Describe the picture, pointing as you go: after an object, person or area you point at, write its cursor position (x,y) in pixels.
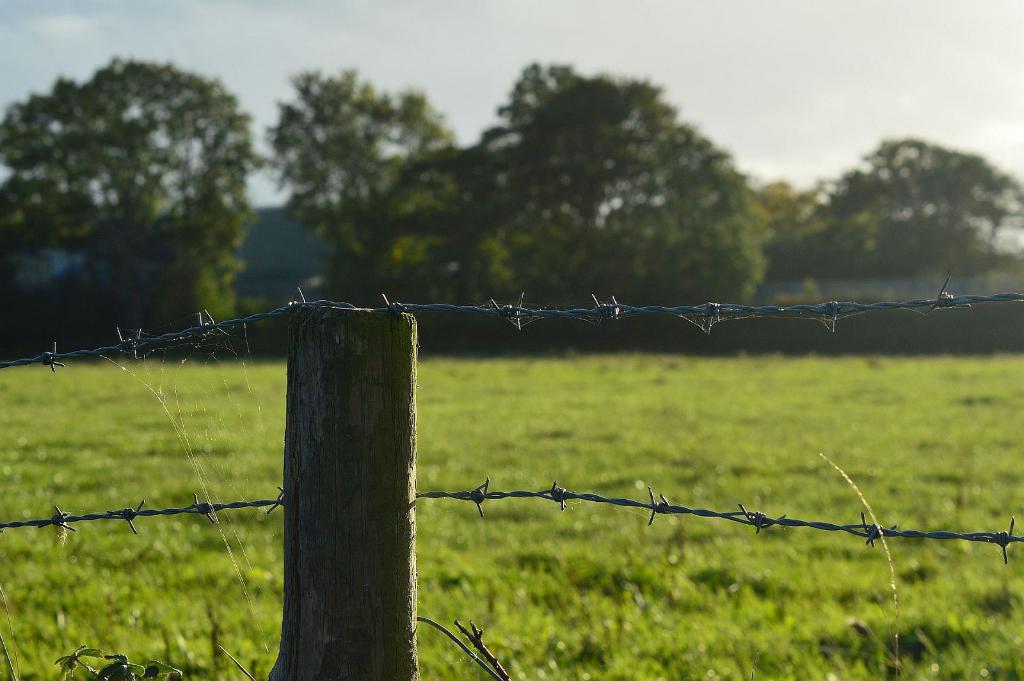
In this image I can see few trees (476,231), green grass (978,571) and fencing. The sky (823,92) is in white and blue color.
